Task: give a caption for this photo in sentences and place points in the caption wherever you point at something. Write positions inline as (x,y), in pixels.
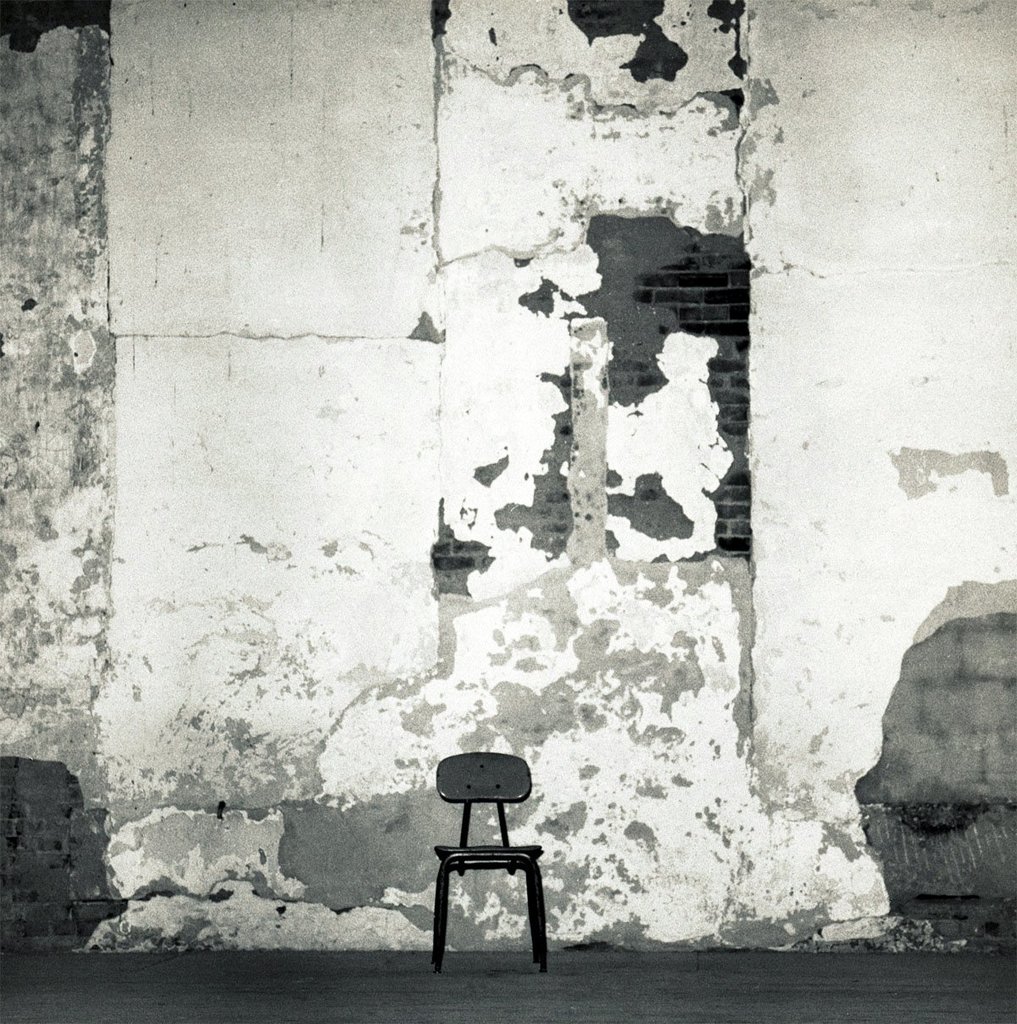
This is a black and white picture. In the middle of the picture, we see a chair (521,781) in black color. Behind that, we see a wall (593,596) in white color.
